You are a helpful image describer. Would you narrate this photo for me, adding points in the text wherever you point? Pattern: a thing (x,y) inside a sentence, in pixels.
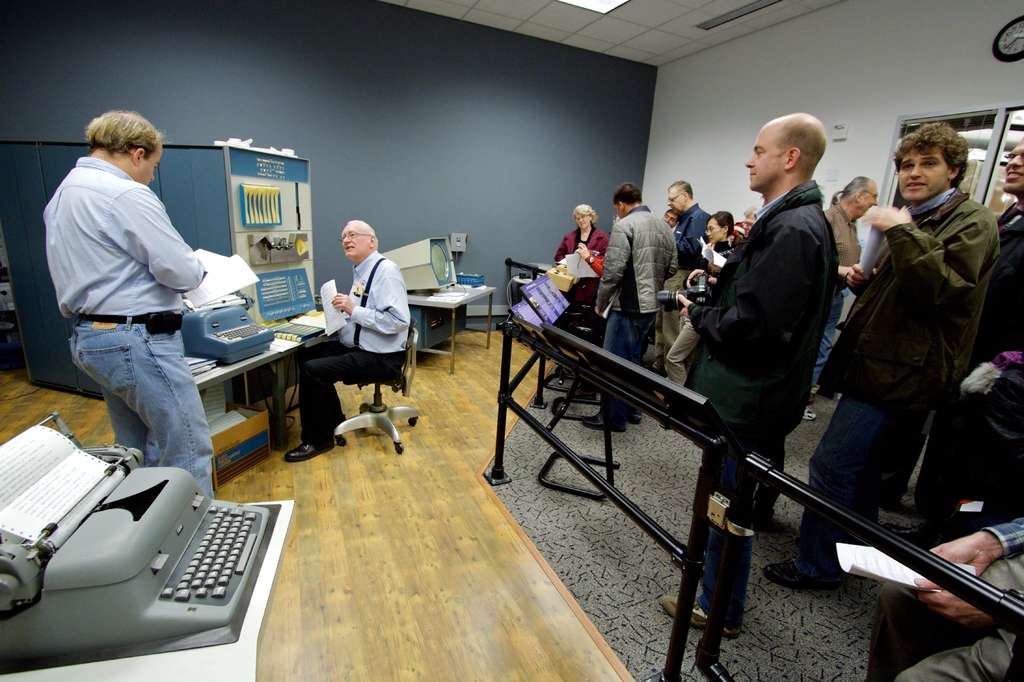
In this image a person (392,363) is sitting on the chair (406,384). He is holding a paper (334,323) in his hand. Before him there is a table (244,361) having a typewriter machine (244,341) and there is a on it. Beside there is a person (110,361) standing on the floor (228,493) and he is holding a book (218,261) in his hand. Left side (76,577) there is a type writer machine (83,549) having a paper (77,485) on it. It is on the table (176,662). Behind the fence (730,538) few persons (755,439) are standing on the floor (663,436). A person (773,336) wearing a black jacket (745,319) is holding a camera (697,294) in his hand (694,307). Beside there is a person (914,281) holding a paper (868,249) in his hand (883,225). A clock (1012,41) is attached to the wall (983,46). Below it there is a door (994,119).
